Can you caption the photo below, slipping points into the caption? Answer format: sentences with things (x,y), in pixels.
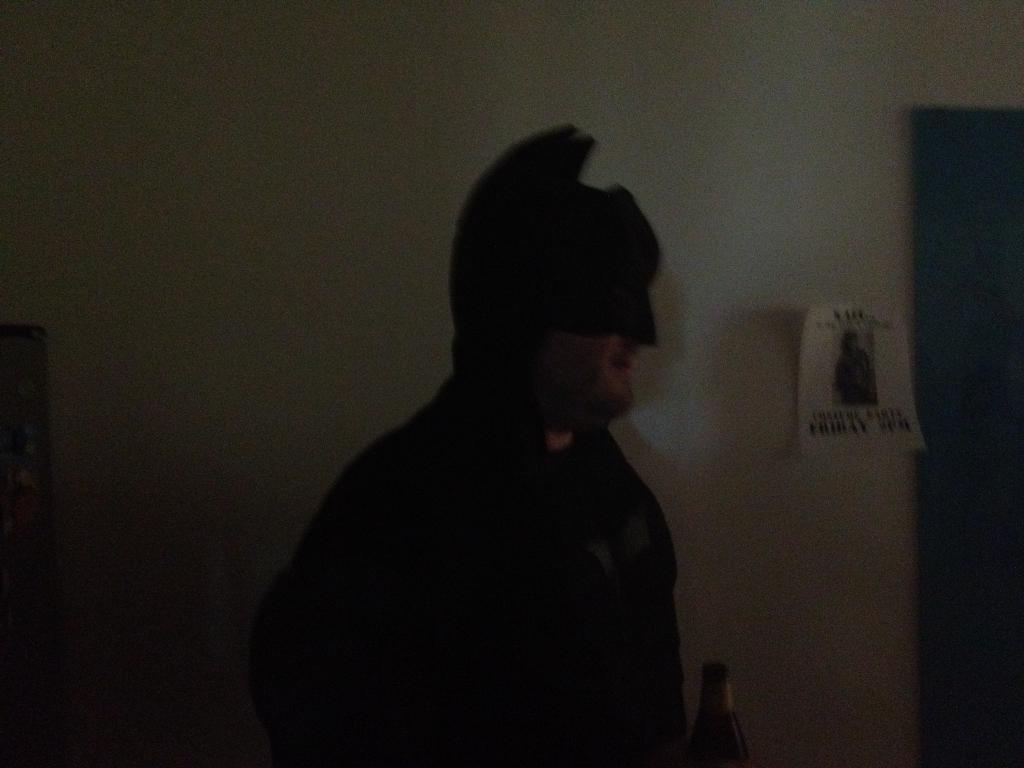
Here there is a man (471,488) in batman getup (408,501). Behind him there is wall (1000,67) and a poster (844,362) on it. Here we can see a wine bottle (718,691).
